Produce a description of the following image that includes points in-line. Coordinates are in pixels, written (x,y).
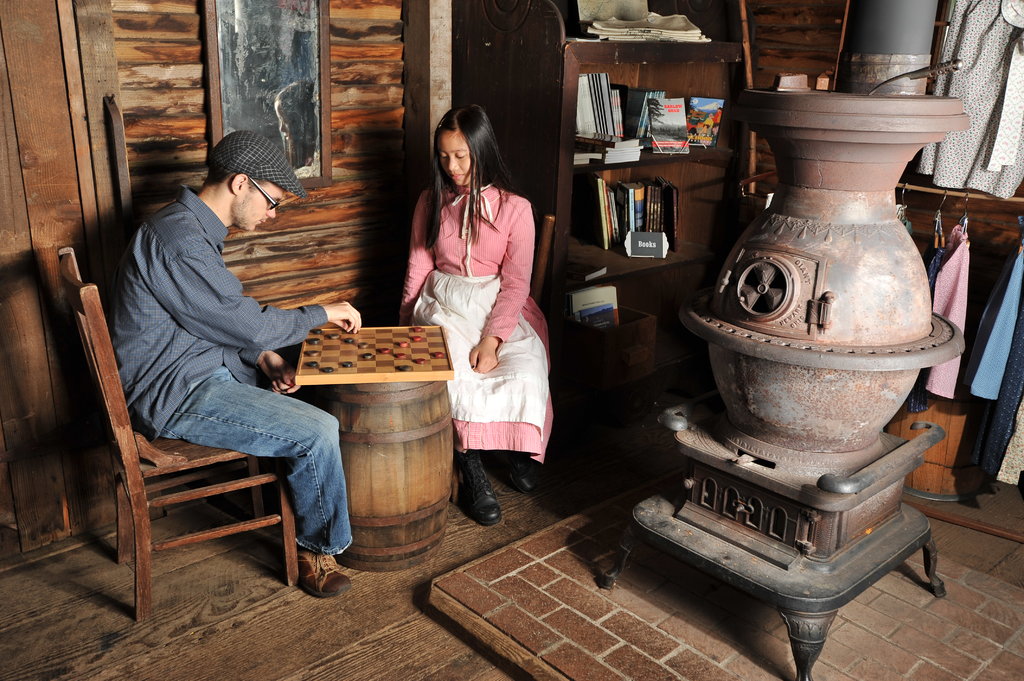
there is a man (335,487) and woman (413,303) playing checkers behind them there is a shelf (713,267) with books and a big stove (943,583) with the photo frame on the wall (14,269).
